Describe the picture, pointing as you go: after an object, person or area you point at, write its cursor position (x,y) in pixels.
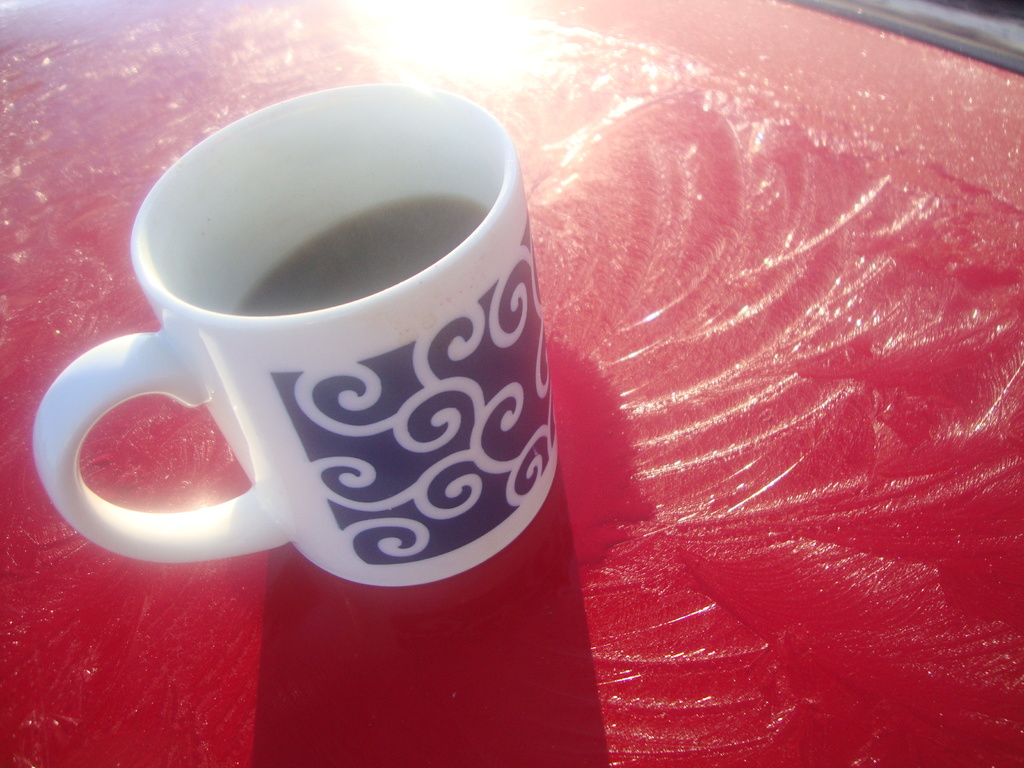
In this image I can see a cup (338,412) which is black and white in color with liquid (429,244) in it and I can see the cup (479,386) is on the red colored surface (676,475).
